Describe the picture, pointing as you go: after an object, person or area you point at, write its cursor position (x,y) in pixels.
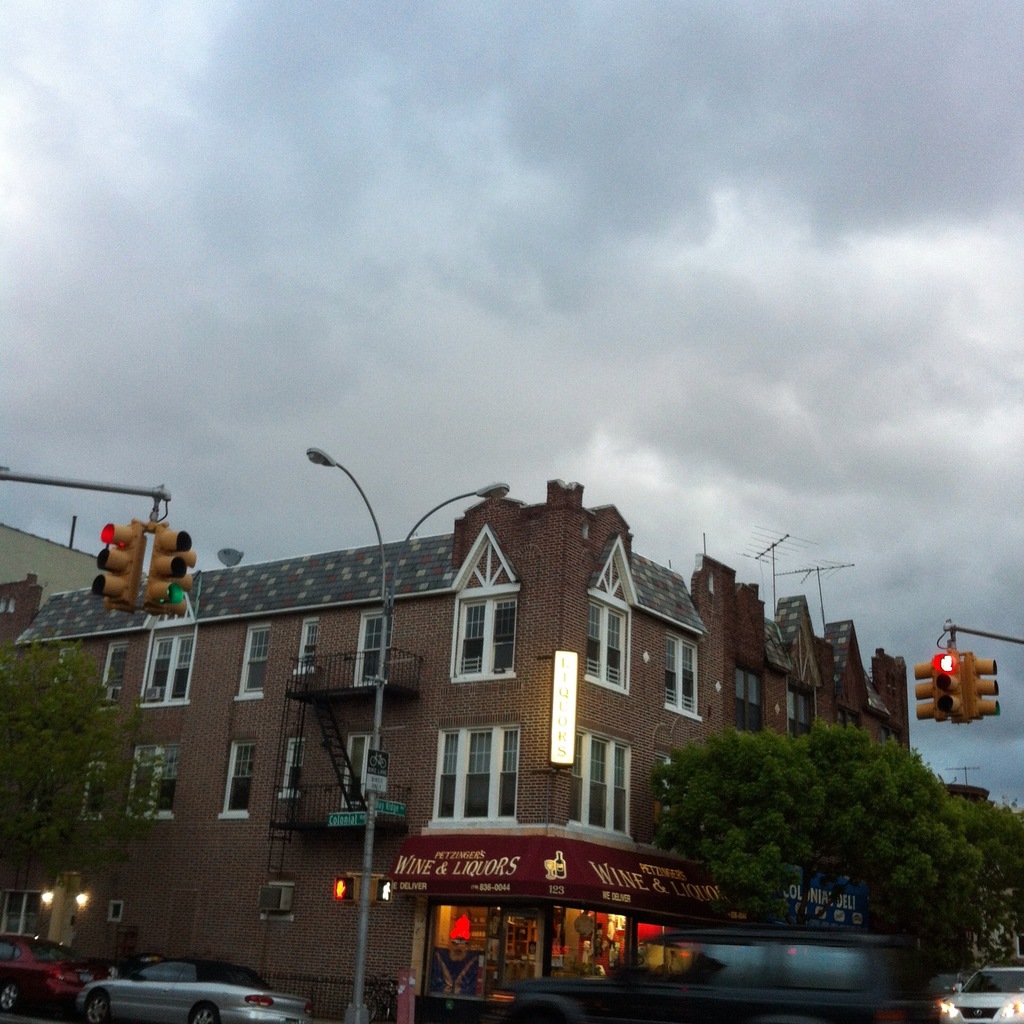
In this image I can see few vehicles (203,966) on the bottom side (156,992). In the centre of the image (381,681) I can see number of trees (956,959), few poles (380,681), few signal lights (987,678), few buildings (362,693), number of lights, few boards (477,886) and on these boards (490,871) I can see something is written. On the top side of the image (255,234) I can see clouds (426,205) and the sky (572,280).
